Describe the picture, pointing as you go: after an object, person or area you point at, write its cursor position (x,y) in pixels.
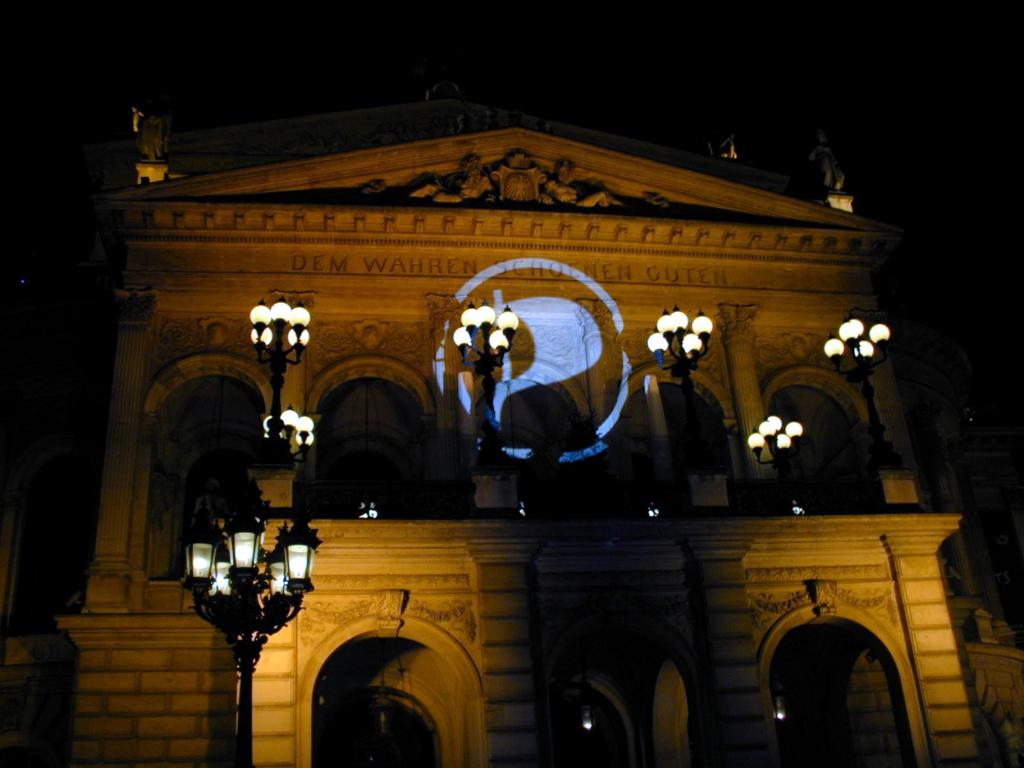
In this image we can see building (520,202) and lights (231,595). In the background (960,39) we can see sky (228,61).
